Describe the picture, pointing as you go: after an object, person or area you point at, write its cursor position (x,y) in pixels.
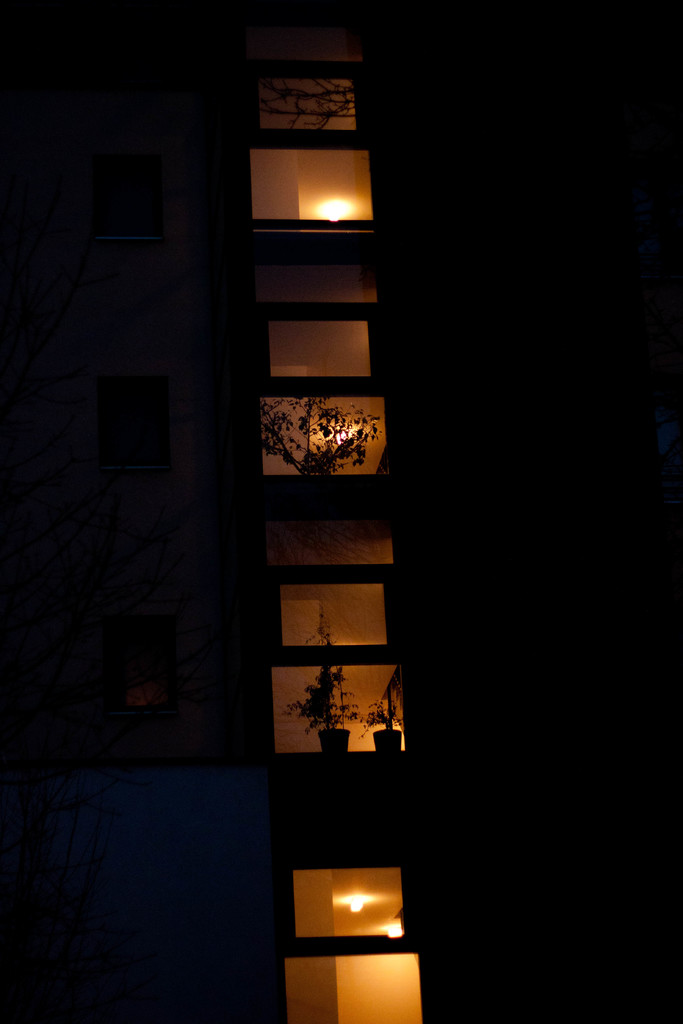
In this image there is a building (343,645), there are flower pots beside some of the windows (305,433), there are lights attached to the roofs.
